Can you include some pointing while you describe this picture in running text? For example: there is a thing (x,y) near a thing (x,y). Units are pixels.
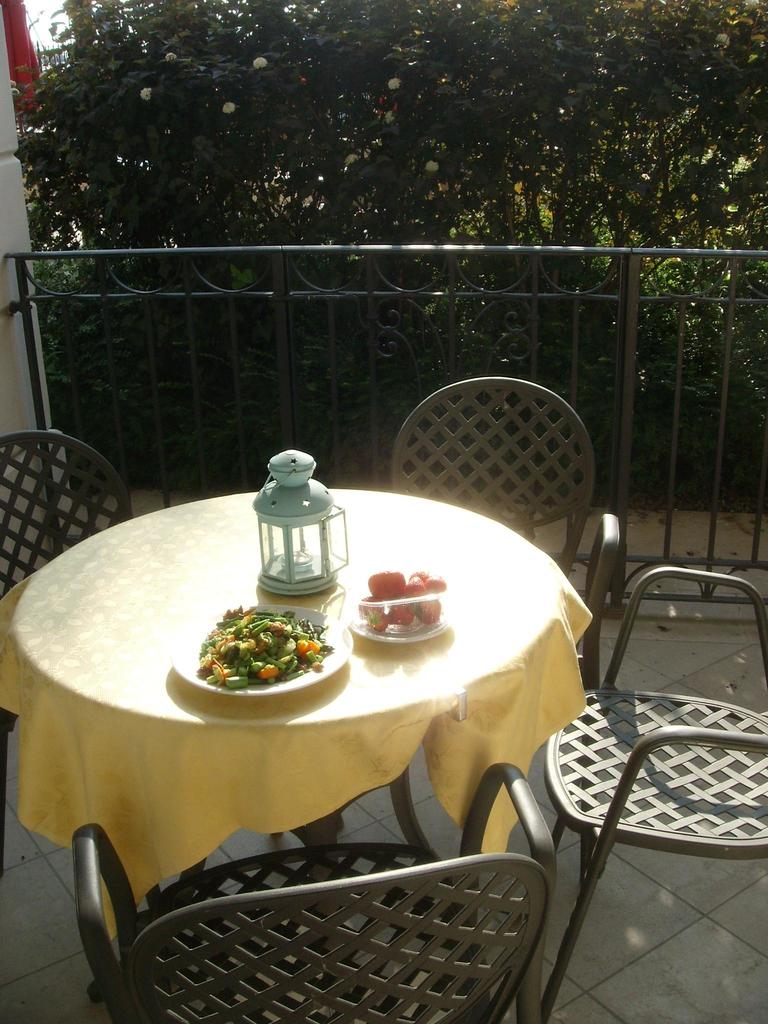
In the center of the image (450,611) there is a table (241,555) on which there are objects (387,611). There are chairs (407,850). In the background of the image (117,56) there are trees (228,159). There is a fencing (307,299).
